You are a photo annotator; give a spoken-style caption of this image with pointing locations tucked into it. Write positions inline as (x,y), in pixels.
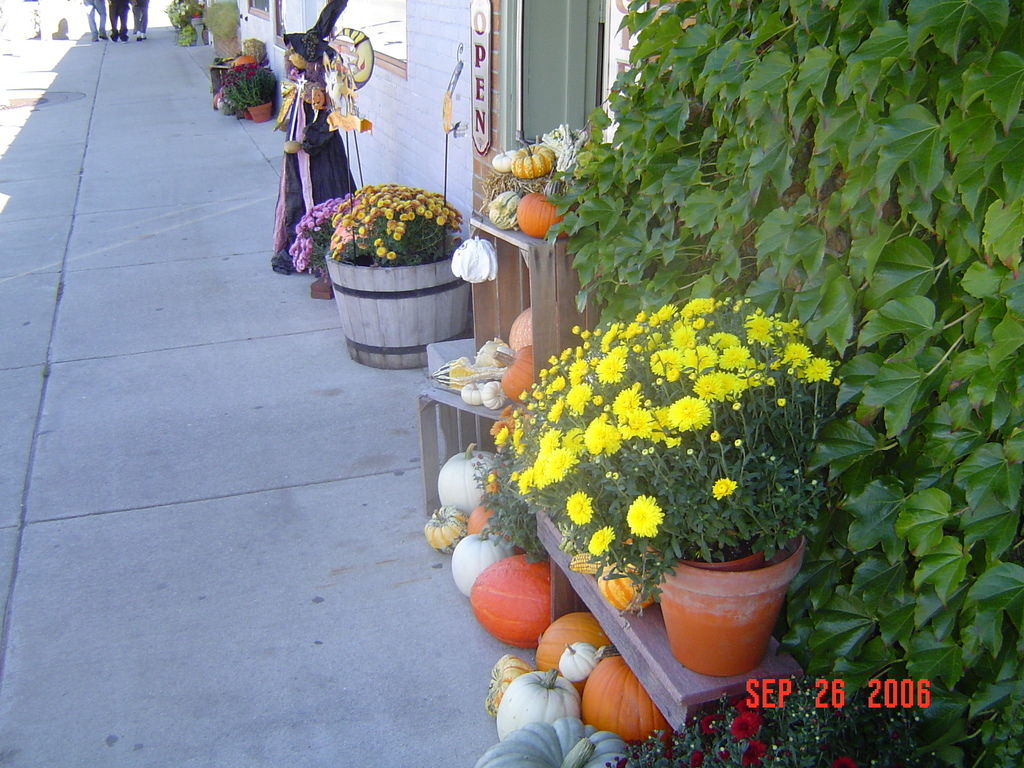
In this image, in the right corner (940,138), we can see some plants (994,509), flower pot (751,554) and a plant (597,421) with some flowers (638,390) which are in yellow color. At the bottom of the right side, we can see some pumpkins (581,675). On the left side (39,201), we can see three people (112,39) are walking on the land (159,298). On the right side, we can see a building (593,45), door (583,57), flower pot (379,277), plant (364,225) with some flowers (393,228) and a toy (306,97).
